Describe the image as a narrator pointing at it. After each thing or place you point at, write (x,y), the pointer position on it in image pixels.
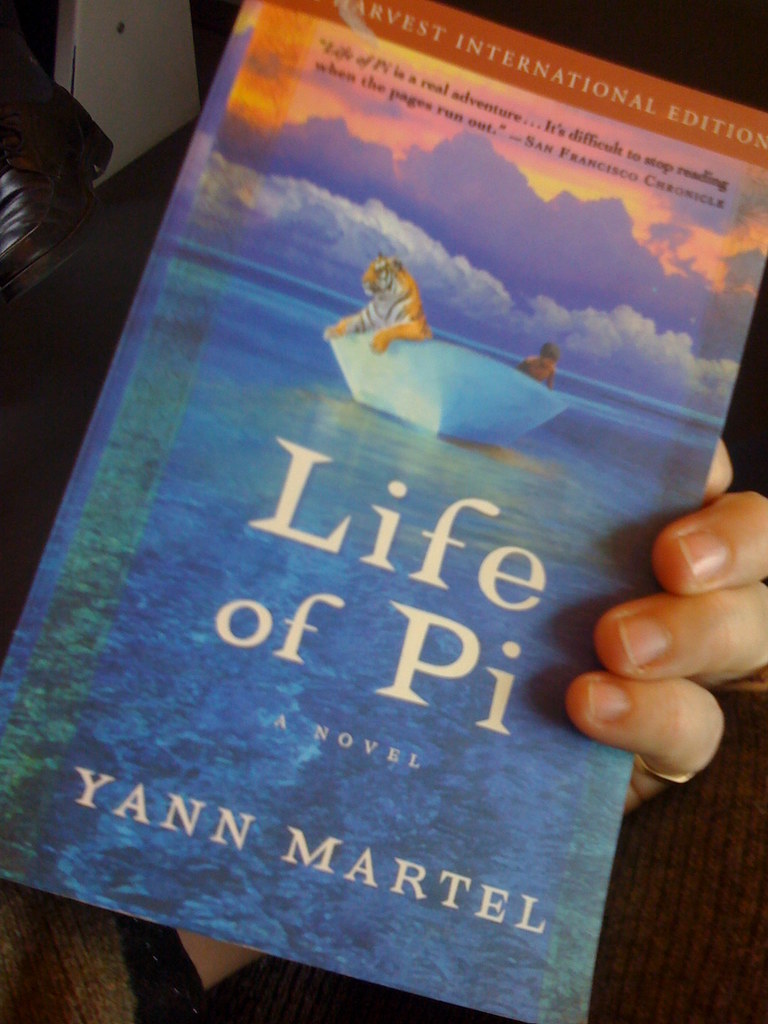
In this image we can see some person (685,962) holding the life of pi novel (536,650).
